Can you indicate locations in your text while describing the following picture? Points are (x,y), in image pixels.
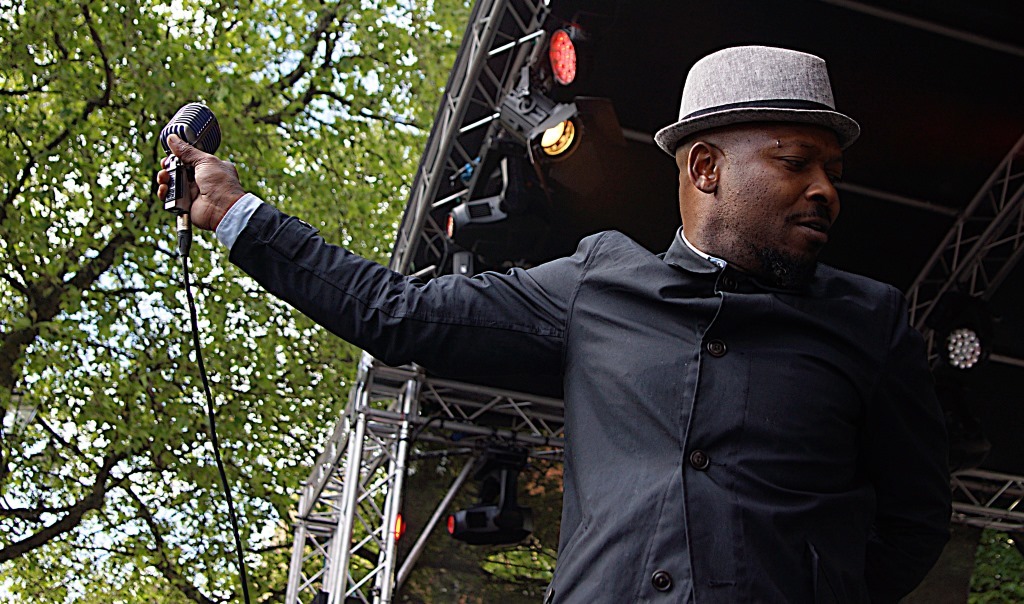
This image is taken outdoors. On the left side of the image (234,290) there is a tree (159,324). On the right side of the image (772,277) there is a man (744,300) and he is holding a mic (185,135) in his hand (210,223). At the top of the image (903,116) there is a roof (904,167) and there are a few iron bars (329,573) and lamps (527,129).
